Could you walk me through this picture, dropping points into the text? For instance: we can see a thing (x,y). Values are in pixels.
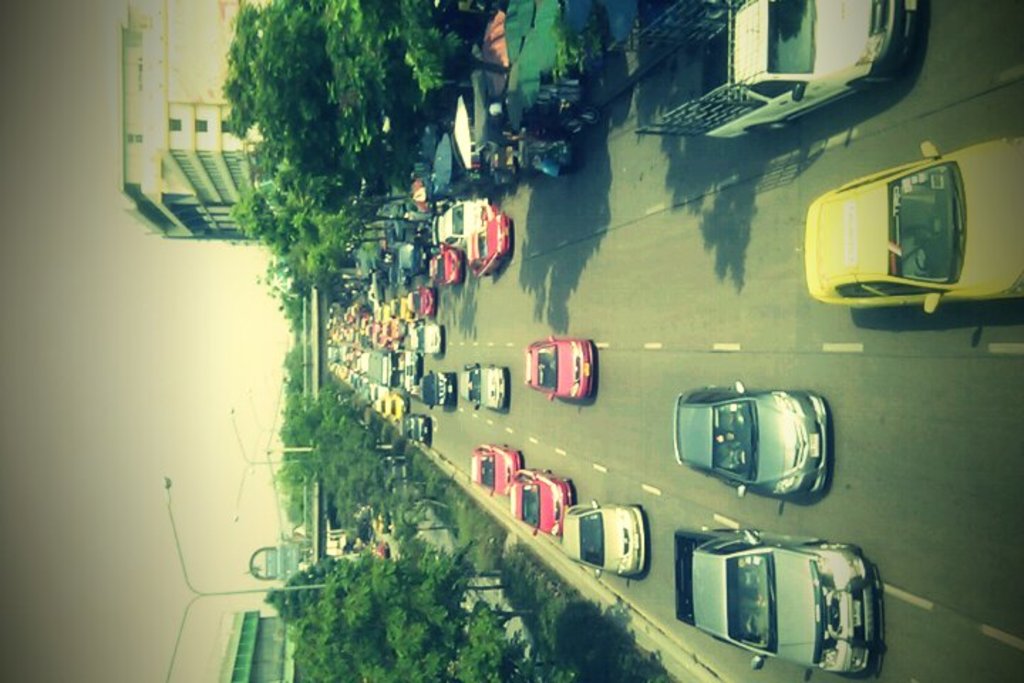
In this picture there are cars (719,434) on the road (627,203) in the center of the image (421,320) and there are buildings (215,100), trees (329,224), poles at the top (419,65) and bottom side of the image (534,584).
